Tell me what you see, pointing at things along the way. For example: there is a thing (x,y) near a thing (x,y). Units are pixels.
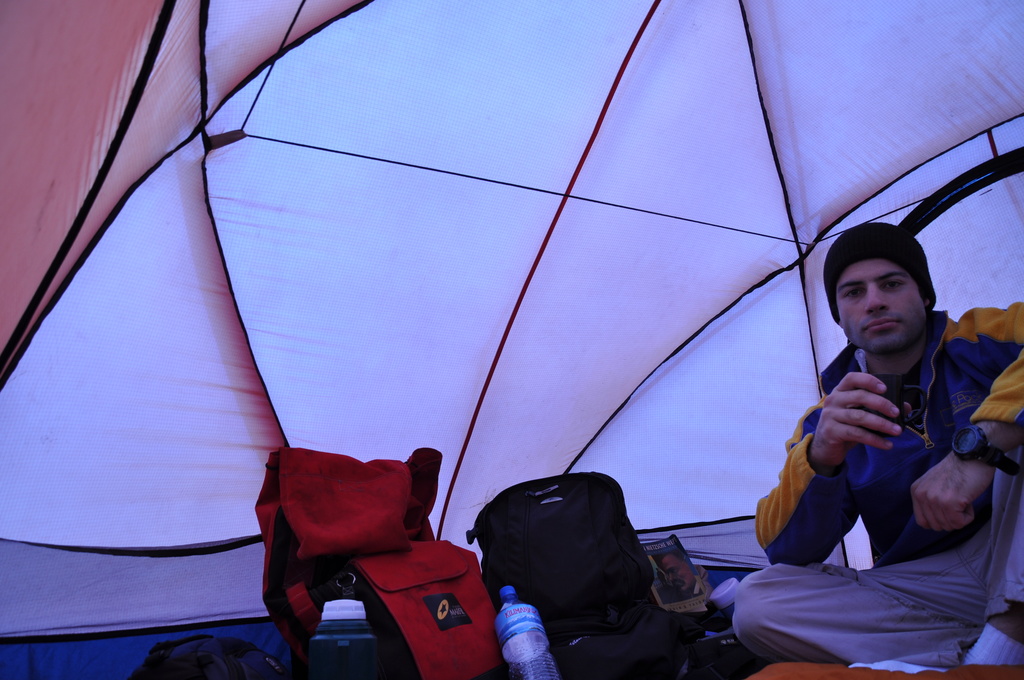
In this picture we can see an inside view of a tent (362,211), on the right side (978,521) there is a man (981,522) sitting, we can see bags (575,604), a bottle (545,654) and a book (676,546) in the middle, this man (846,433) is holding a cup (899,417).
